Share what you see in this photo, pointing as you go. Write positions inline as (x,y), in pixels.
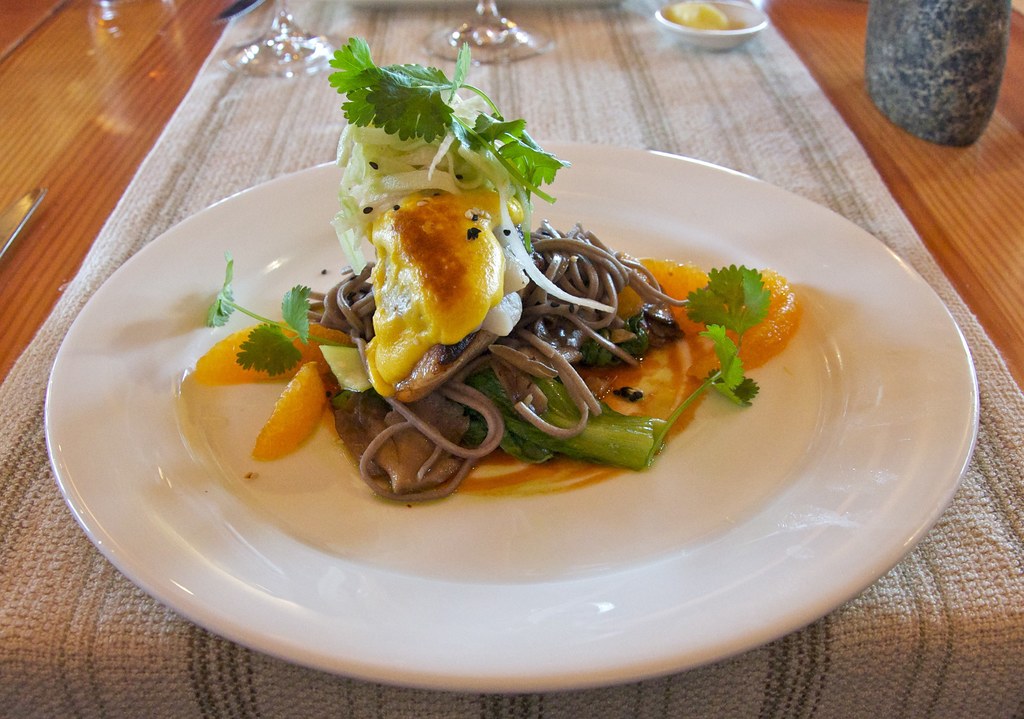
In this image there is food (529,379) on the plate (682,516), there are objects (511,62) on the cloth (252,123), there is a knife (28,202) on the table (94,85), there is cloth (237,119) on the table (966,208), there is an object (920,80) on the table (914,160).
